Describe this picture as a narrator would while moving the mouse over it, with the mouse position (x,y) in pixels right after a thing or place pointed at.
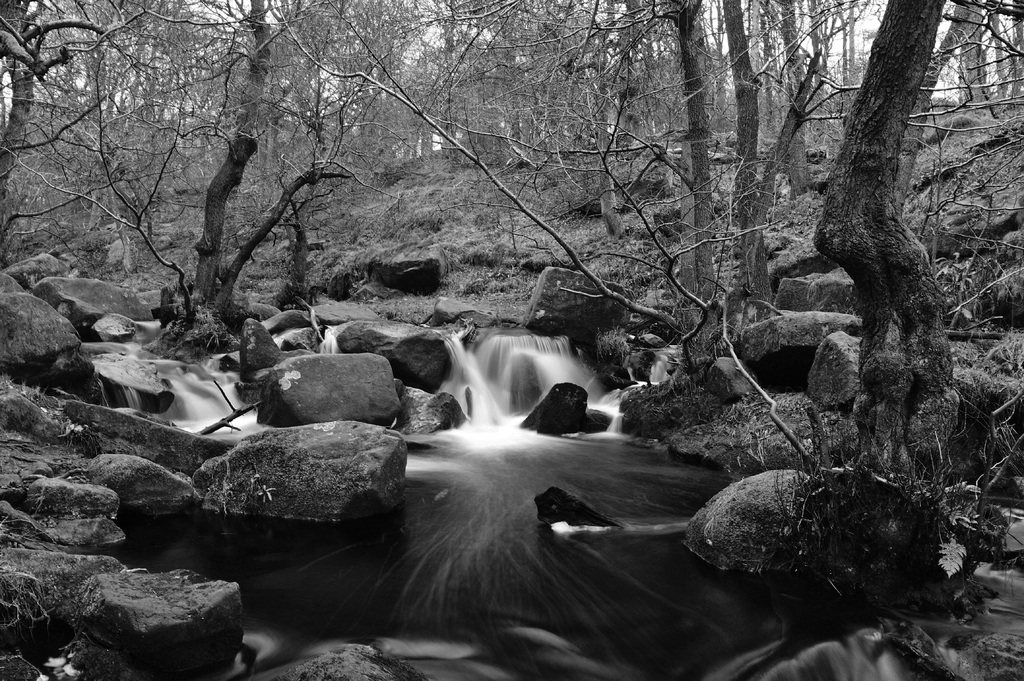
In this picture we can see trees (671,88) here, at the bottom (512,543) there is water (507,504), we can see some rocks (210,469) here.
